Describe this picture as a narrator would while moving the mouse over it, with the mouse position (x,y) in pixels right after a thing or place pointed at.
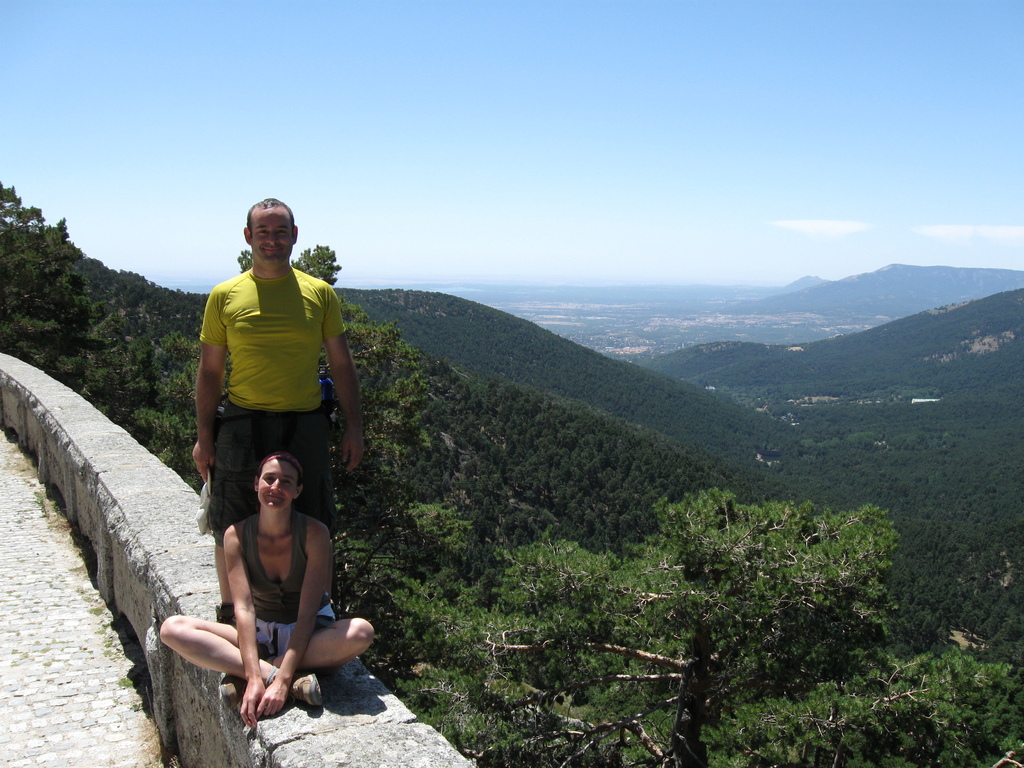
This image consists of two persons (273,345). In the front (243,591), the woman (275,576) is sitting on the wall (334,735). Behind her there is a man (264,368) standing. At the bottom left (63,726), there is a road (79,729). On the right (783,449), there are trees (845,500) and mountains (776,342). At the top (377,113), there are clouds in the sky (926,210).
